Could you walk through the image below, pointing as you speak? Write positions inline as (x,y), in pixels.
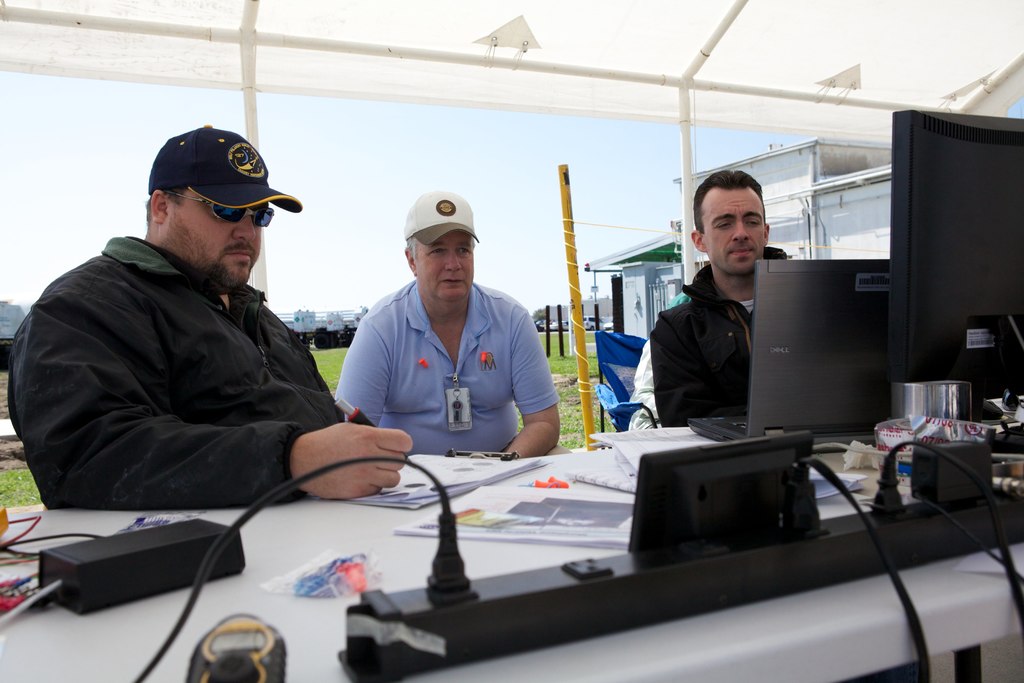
In this image, we can see persons (424,335) wearing clothes (705,288). There is a table (582,667) at the bottom of the image (423,657) contains monitors (820,397), papers (548,490) and junction box (649,577). There is a sky (618,149) in the middle of the image (348,263). There is a shelter (367,45) at the top of the image (832,44). There is a building (842,173) on the right side of the image (826,219).
